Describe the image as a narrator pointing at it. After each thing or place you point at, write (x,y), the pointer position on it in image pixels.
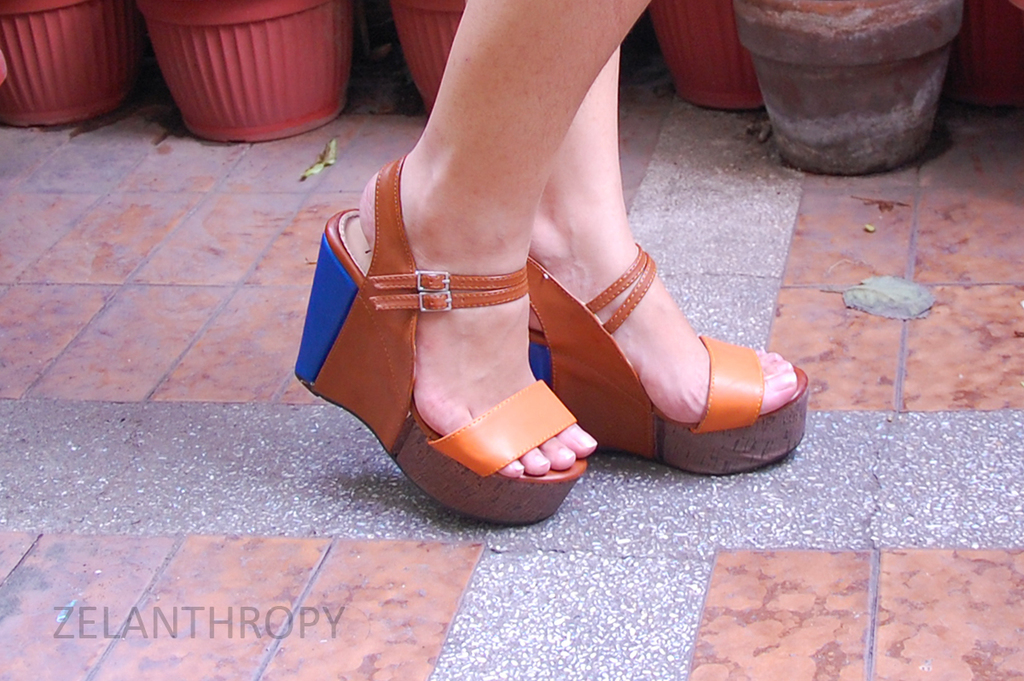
In this image there is some women (508,315) wearing heels (538,419) and standing on the ground (581,553). In the background (815,39) there are six flower pots (889,57). There is also a logo (193,628).
